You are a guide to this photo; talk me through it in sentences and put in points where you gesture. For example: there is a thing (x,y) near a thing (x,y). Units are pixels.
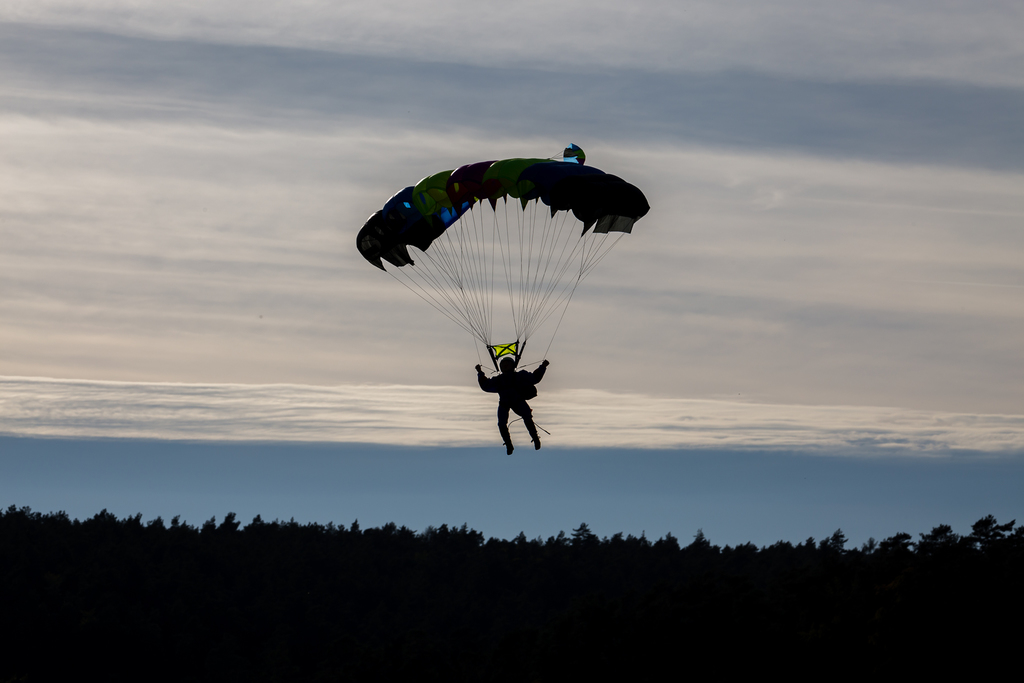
This image consists of a person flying in the air (551,392). He is tied to a parachute (552,334). At the bottom (583,591), there are trees (350,633). In the background (471,360), there are clouds (487,313) in the sky (477,313).
